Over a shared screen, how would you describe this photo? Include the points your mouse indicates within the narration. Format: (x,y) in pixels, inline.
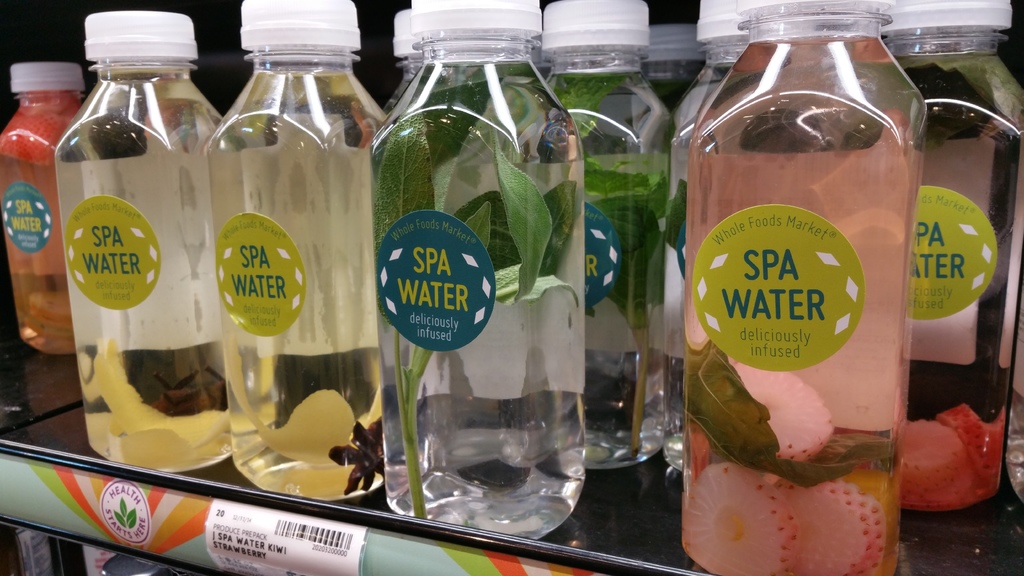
In the image we can see there are juice bottles (291,293).
